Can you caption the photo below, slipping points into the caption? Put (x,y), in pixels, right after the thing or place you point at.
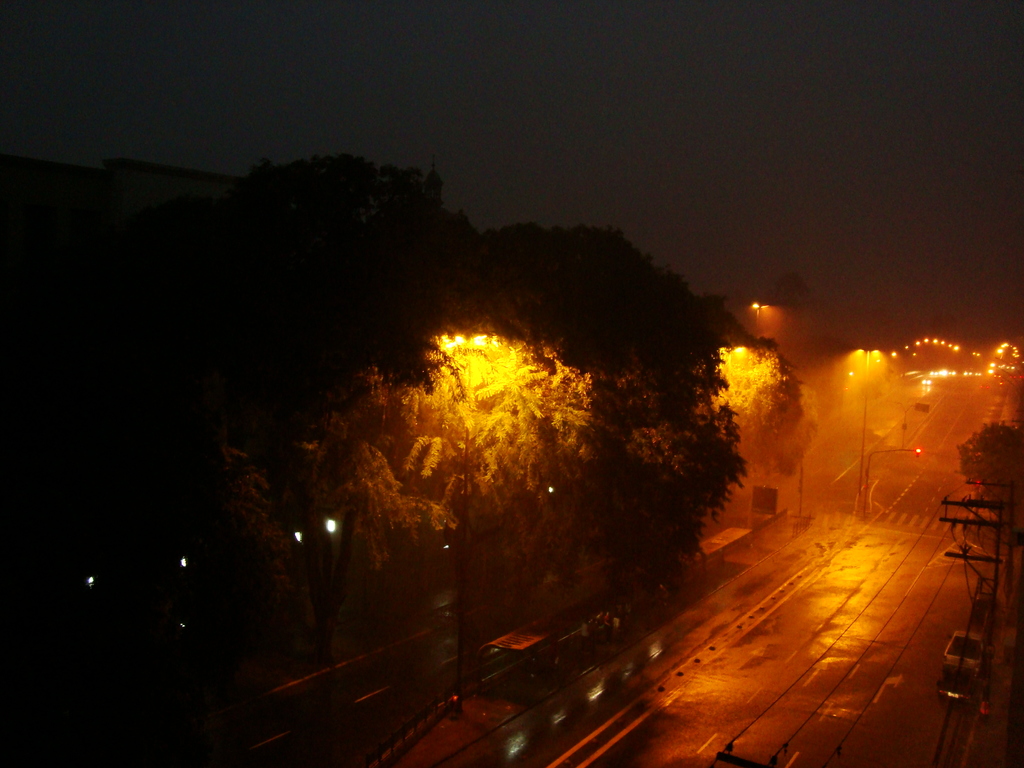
There are roads (842,668). Also there are street light poles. On the right side (991,558) there is an electric pole (961,556). On the left side (264,338) there are trees (442,373).
